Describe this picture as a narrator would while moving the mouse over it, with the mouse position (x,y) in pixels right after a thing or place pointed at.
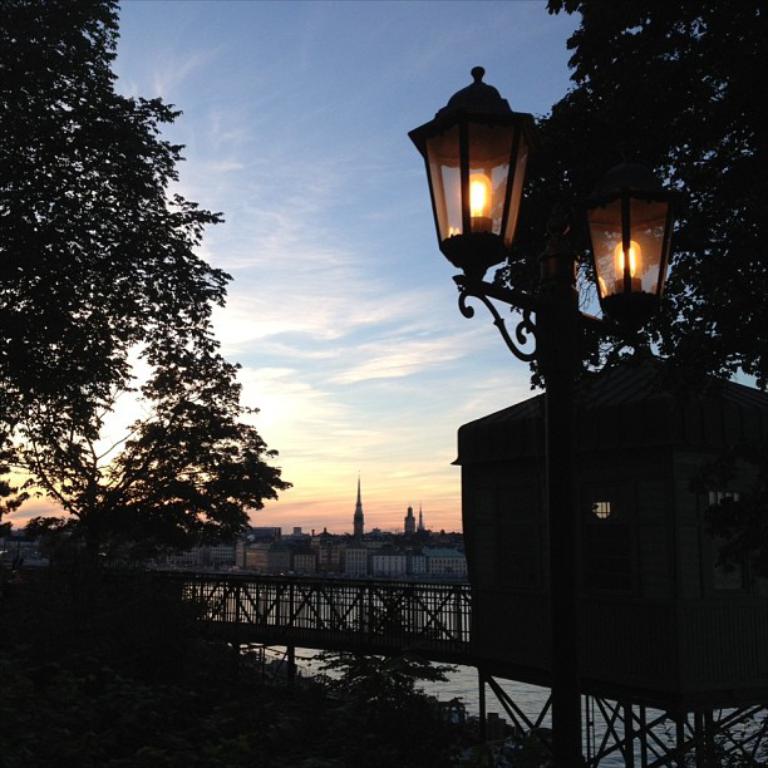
In this image I can see the bridge (331,624), house (548,630) and the lights (547,325). I can also see many trees (112,514) and the water (332,591). In the background (417,571) I can see many buildings (268,556), clouds (367,380) and the sky (338,290).
